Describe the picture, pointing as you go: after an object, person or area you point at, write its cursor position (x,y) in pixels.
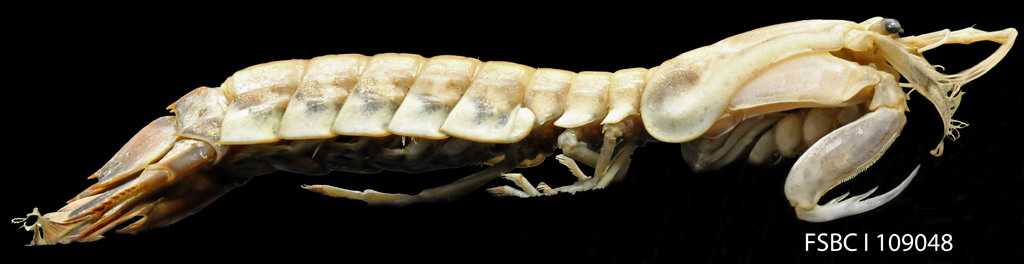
In this image there is an animal (452,128), there is text (869,238), there are numbers (919,249), the background of the image (91,36) is dark.
